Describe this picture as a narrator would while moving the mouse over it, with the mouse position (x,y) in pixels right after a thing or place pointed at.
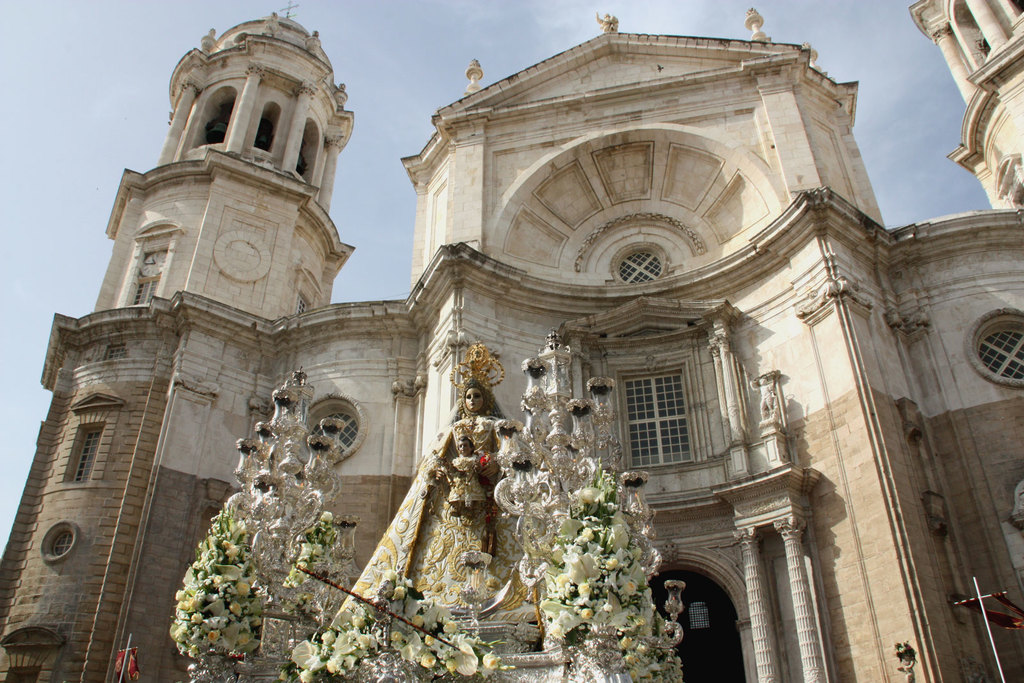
In front of the picture, we see the statue (403,540) and the flower bouquets (402,590). Behind that, we see a building (801,369) in white and grey color. It might be a church (460,259). At the bottom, we see the poles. In the background (456,74), we see the sky (869,80).
